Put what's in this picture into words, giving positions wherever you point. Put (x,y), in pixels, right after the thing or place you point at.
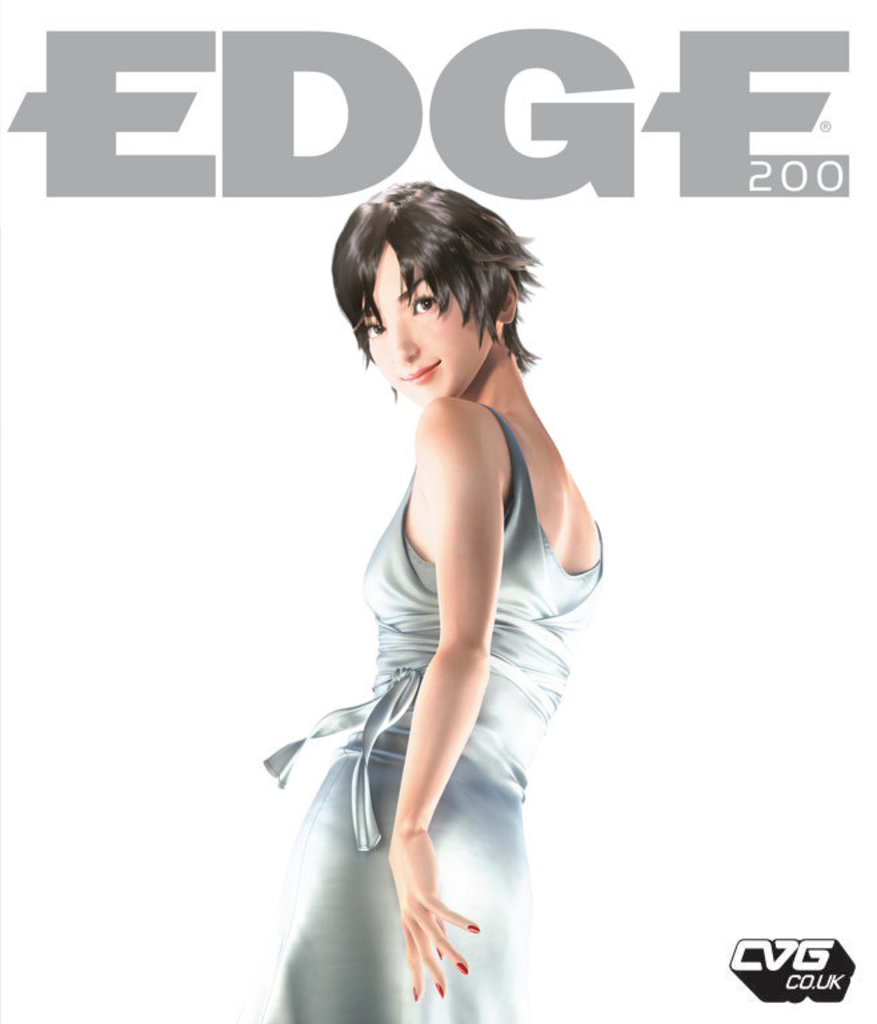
This is an animation and graphic image in which there is a woman (462,688) standing and smiling and there is some text (489,128) written on the image.
